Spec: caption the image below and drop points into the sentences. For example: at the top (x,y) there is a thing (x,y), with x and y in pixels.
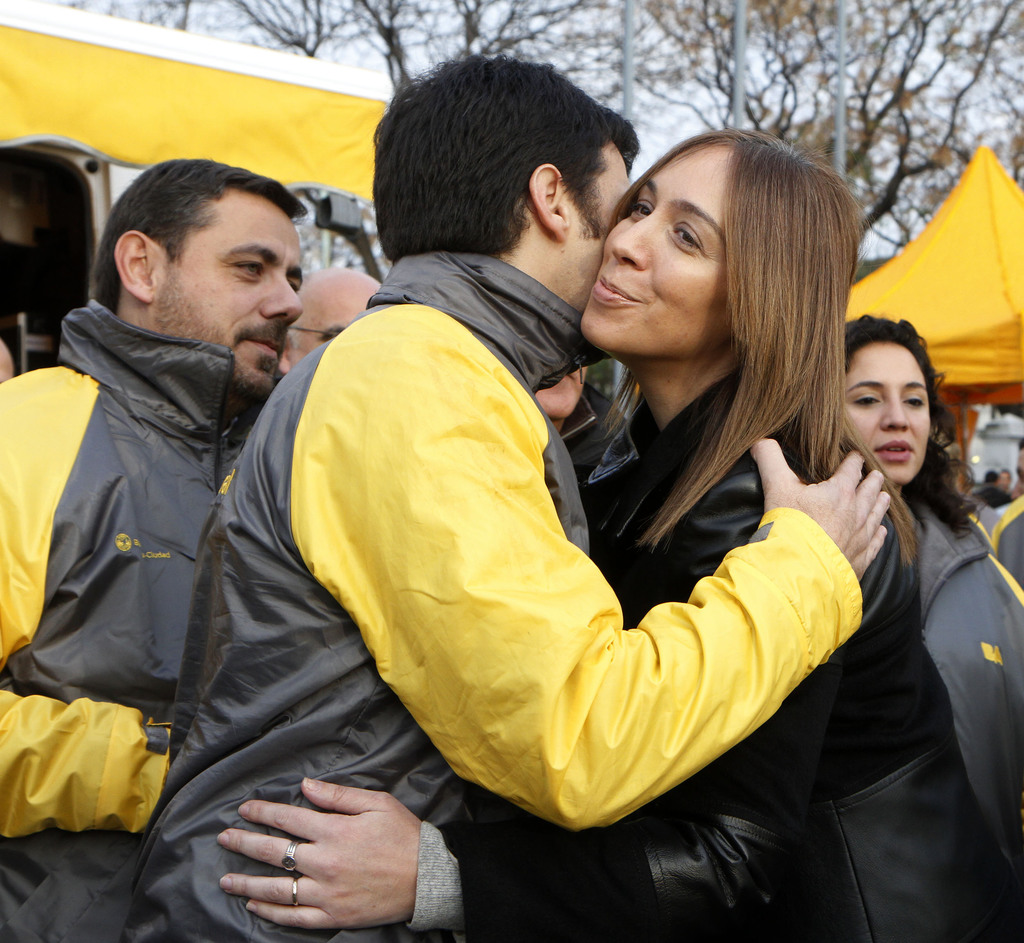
In the image we can see there are people (759,529) standing, wearing clothes (635,489) and the right side woman (490,843) is wearing finger rings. Here we can see tents (214,143), trees (856,101) and poles (625,61).
